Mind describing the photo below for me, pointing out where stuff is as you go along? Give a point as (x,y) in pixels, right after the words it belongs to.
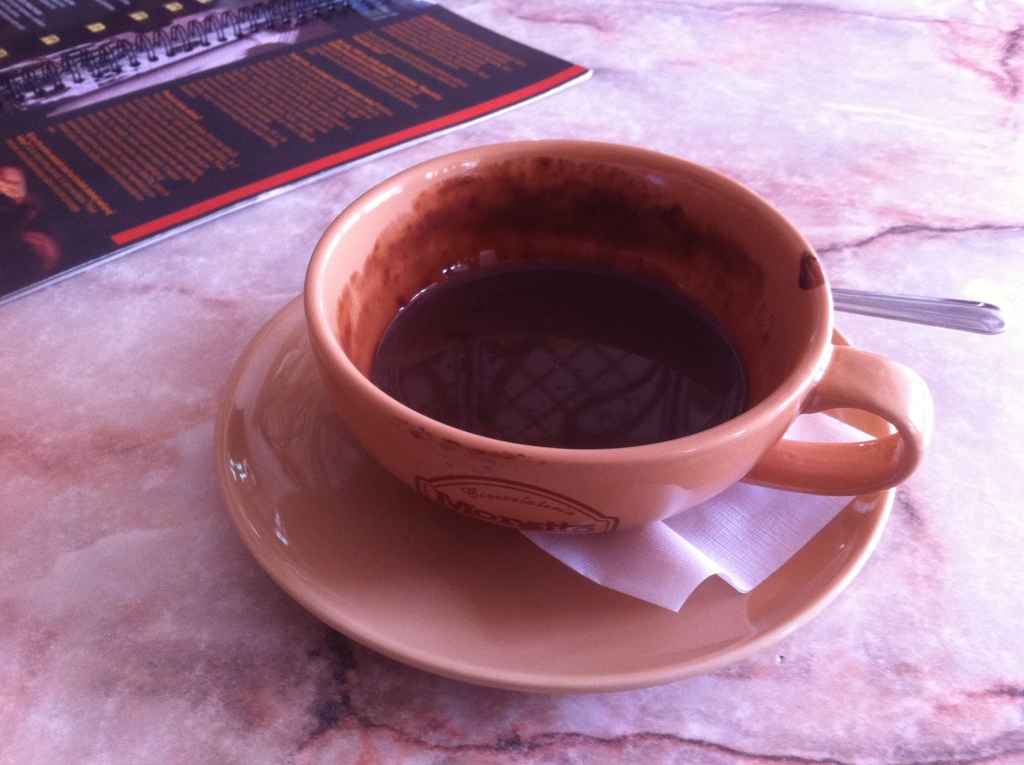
In the picture I can see a cup (653,470) with a drink (577,304) in it is placed on the saucer (563,588), here we can see a tissue (719,567) and a spoon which are all placed on the marble surface (854,224). Here we can see a menu card (86,127).
